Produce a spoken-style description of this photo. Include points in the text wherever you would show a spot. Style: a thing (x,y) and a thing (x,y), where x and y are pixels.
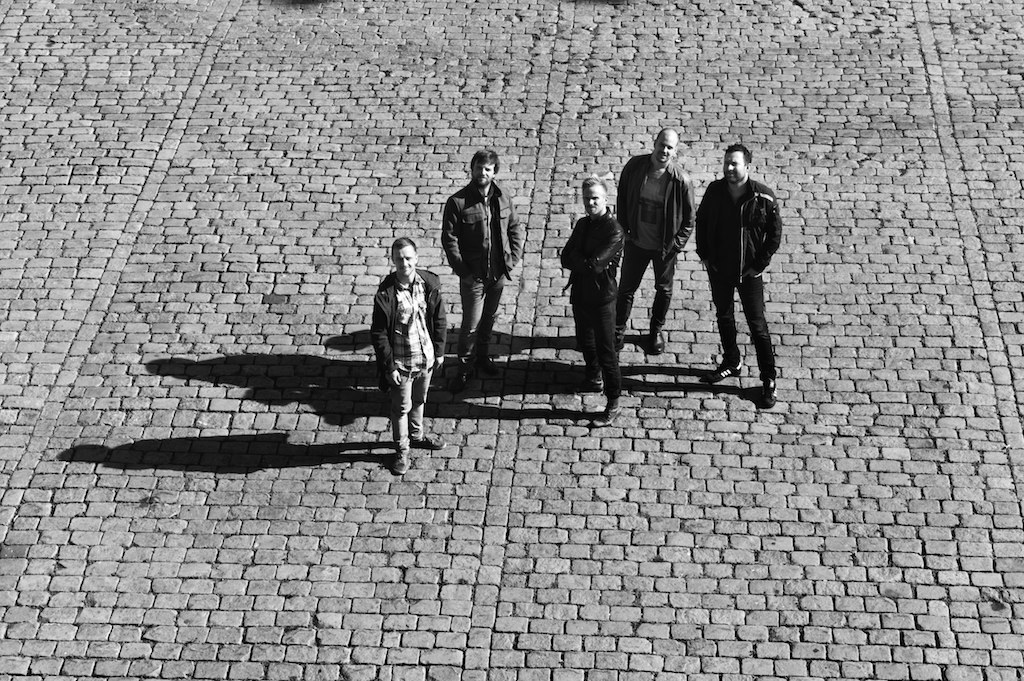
In this picture we can see a group of people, shadows (455,346) on the ground (177,317).
